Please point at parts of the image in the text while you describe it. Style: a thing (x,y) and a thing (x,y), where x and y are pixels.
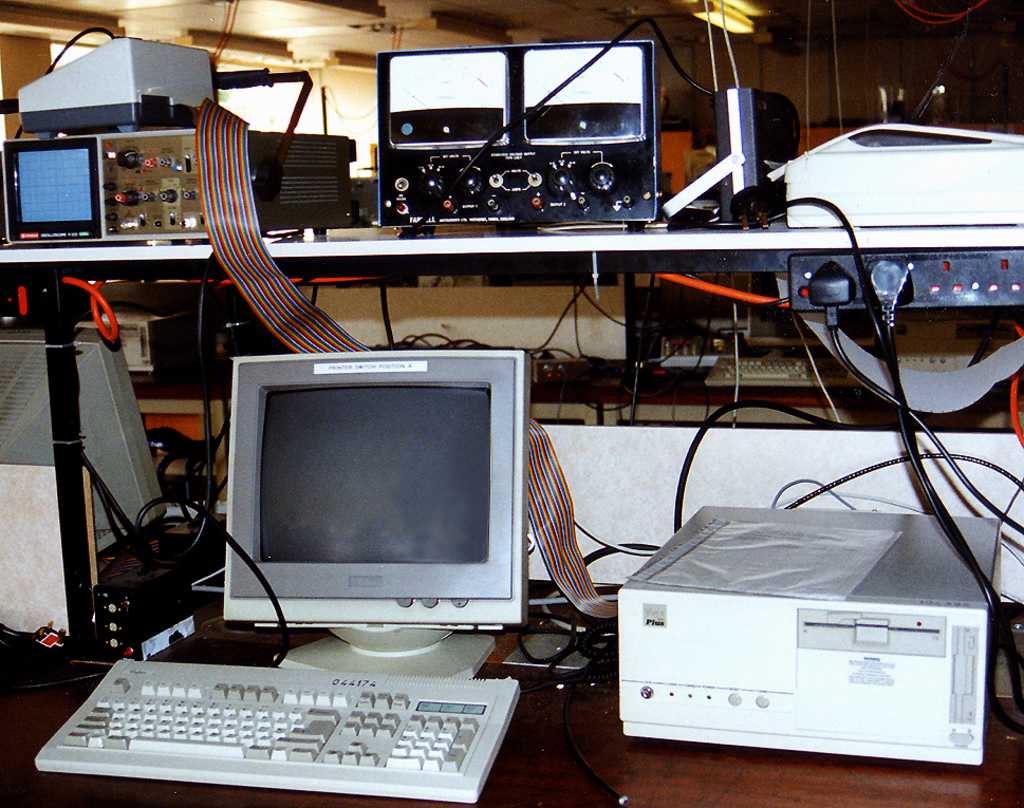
This image consists of a system (379,587), keyboard (457,718) and there are so many other machines (711,171) and wires (818,313). There is a light (735,12) on the top (719,13). These all are placed on tables (769,227).
